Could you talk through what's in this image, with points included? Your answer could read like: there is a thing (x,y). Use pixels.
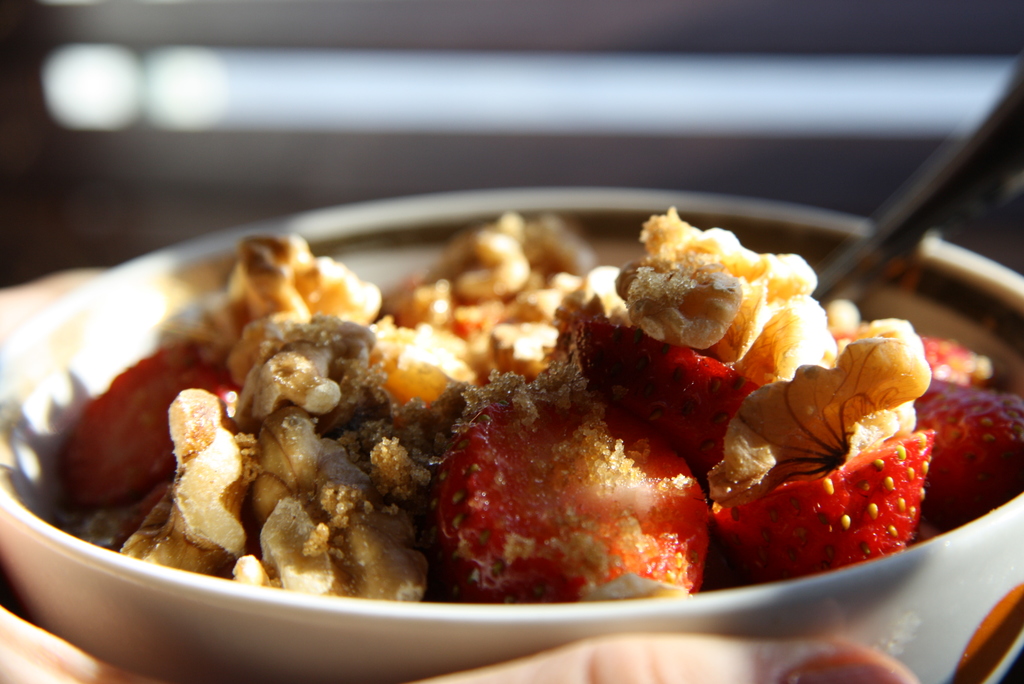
In this picture there is some food (508,469) in the white bowl (764,602). Behind there is a blur background (340,183).
